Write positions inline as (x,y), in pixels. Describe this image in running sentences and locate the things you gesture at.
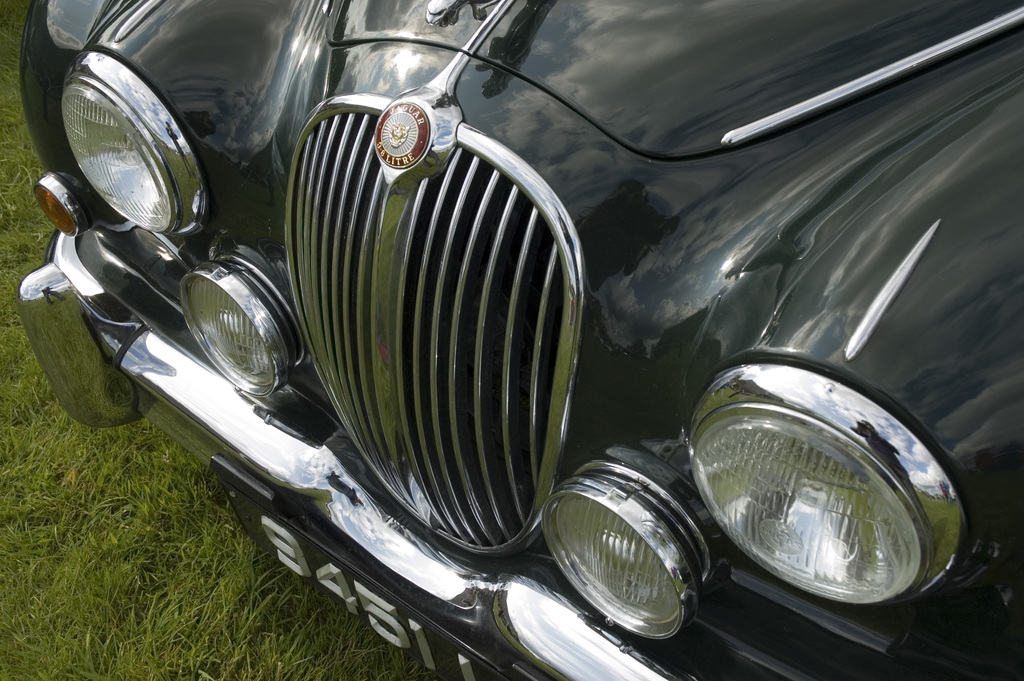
In this image we can see the front part (272,220) of the car (632,303) where there are headlights (139,142), bumper (230,416) and a number plate (339,573).
